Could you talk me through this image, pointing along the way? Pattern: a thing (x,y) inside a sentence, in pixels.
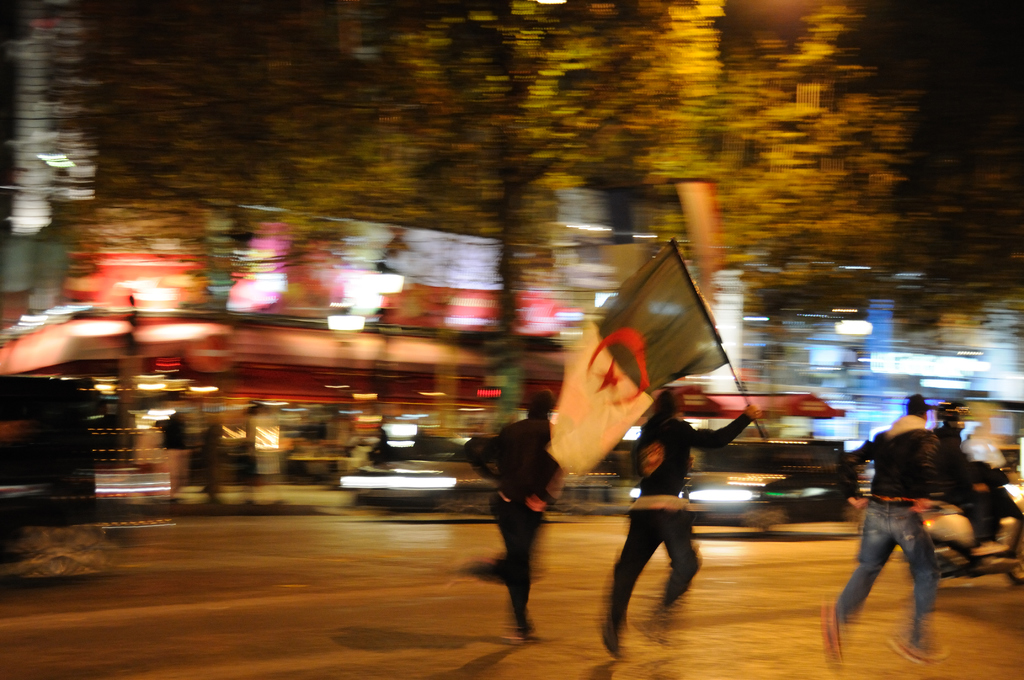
In this image we can see few people (849,612) and one among them is holding a flag (639,320) and there is a person (1002,506) riding bike (1006,527) on the right side of the image (1006,527). We can see few trees (663,83) and lights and in the background (413,326) the image is blurred.
